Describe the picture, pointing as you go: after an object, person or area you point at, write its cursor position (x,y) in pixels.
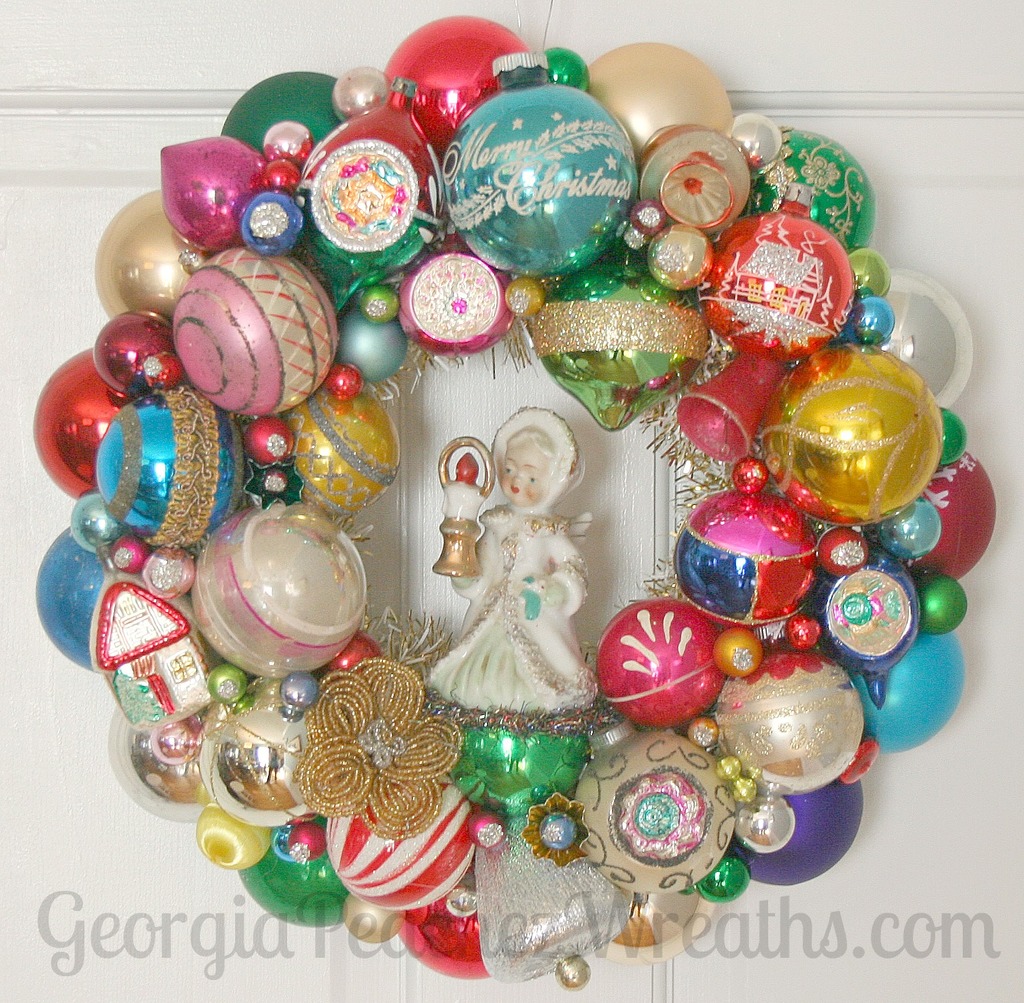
In the center of the image (482,603) there is a doll (480,618) and we can see decor balls (451,804) and some decor flowers (407,786). In the background (852,30) there is a wall (980,795).
